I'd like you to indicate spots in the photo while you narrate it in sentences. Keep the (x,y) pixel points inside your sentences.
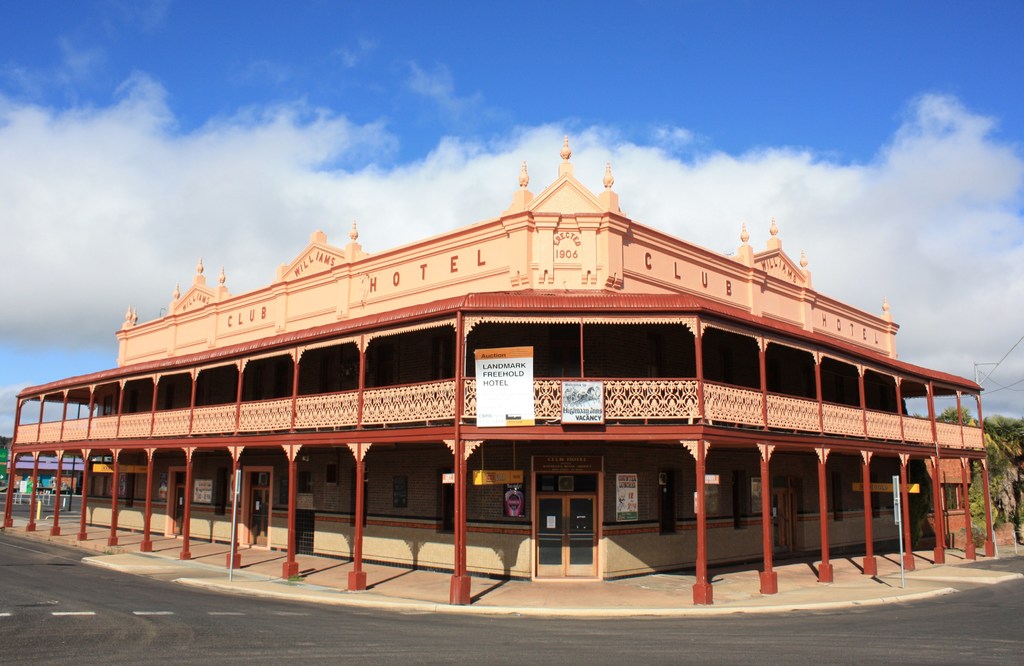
In this picture there is a building (756,524) and there are boards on the building (301,430) and there is a text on the wall (623,289). On the right side of the image (1000,470) there are trees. On the left side of the image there is a building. In the foreground (866,546) there are poles (356,527) on the footpath (68,526). At the top (421,113) there is sky (463,123) and there are clouds (282,154). At the bottom (513,633) there is a road (212,592).
